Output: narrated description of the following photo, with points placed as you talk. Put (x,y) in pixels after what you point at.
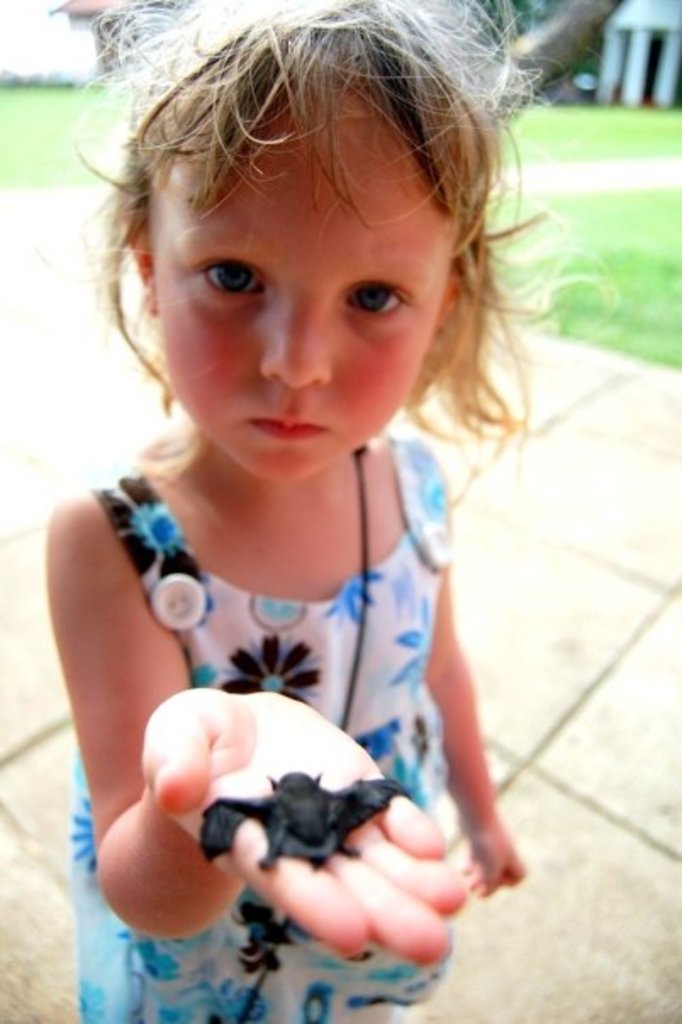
In this image I can see a girl (489,880) is standing on the floor (462,951) and holding a bat (341,849) in hand (383,815). In the background (554,79) I can see grass (583,125), trees (531,57) and building (629,38). This image is taken during a day.
